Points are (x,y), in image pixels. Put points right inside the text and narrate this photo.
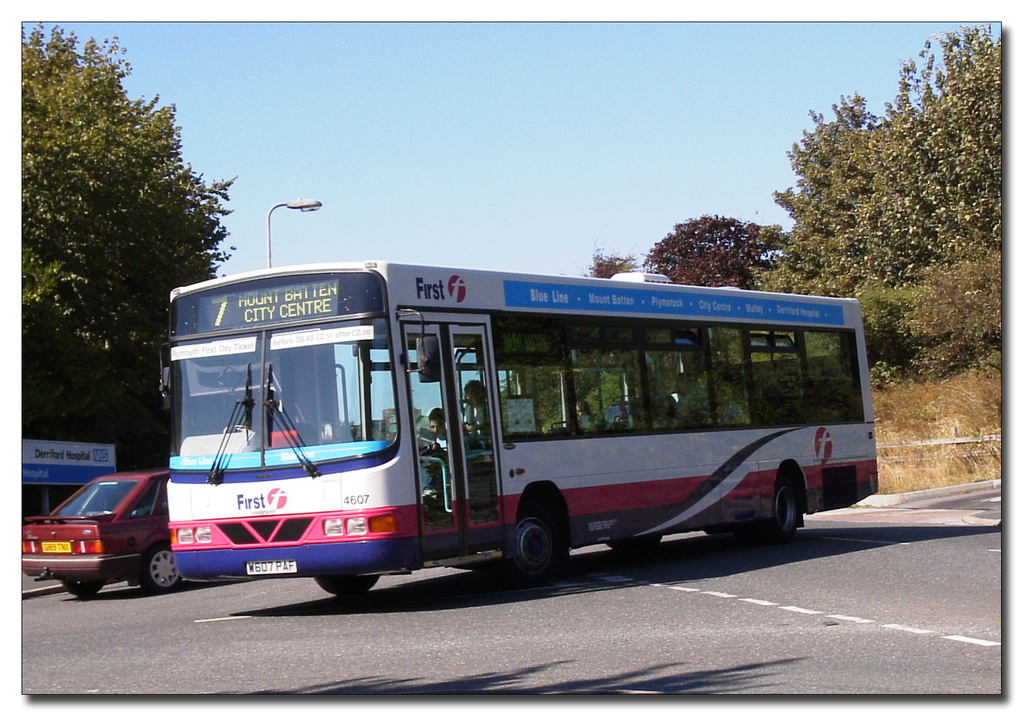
In this image we can see the vehicles (386,558) on the road (792,616), also we can see a few people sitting inside the bus (475,537), there are some trees (119,283) and also we can see a pole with light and a board (80,455), in the background (300,95), we can see the sky (306,179).
